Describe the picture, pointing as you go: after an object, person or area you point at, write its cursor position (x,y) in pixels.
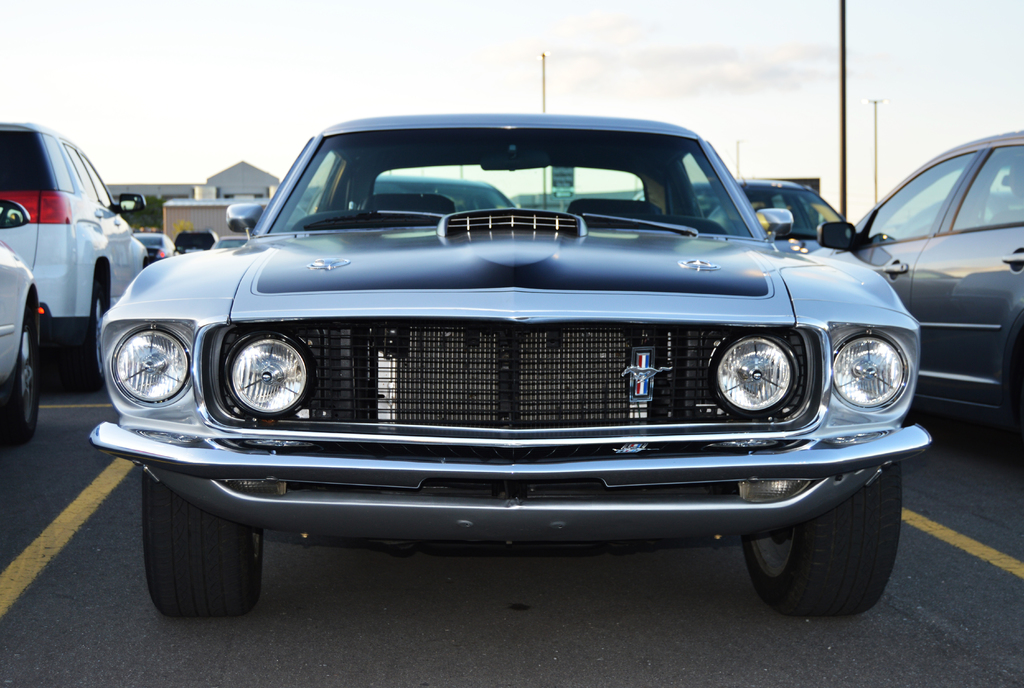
In this image there is the sky (500,71) towards the top of the image (736,57), there are poles (544,63), there are buildings (204,197), there is a board (564,180), there is text (563,176) on the board (558,191), there are cars (742,257), there is road (510,620) towards the bottom of the image (421,619).
